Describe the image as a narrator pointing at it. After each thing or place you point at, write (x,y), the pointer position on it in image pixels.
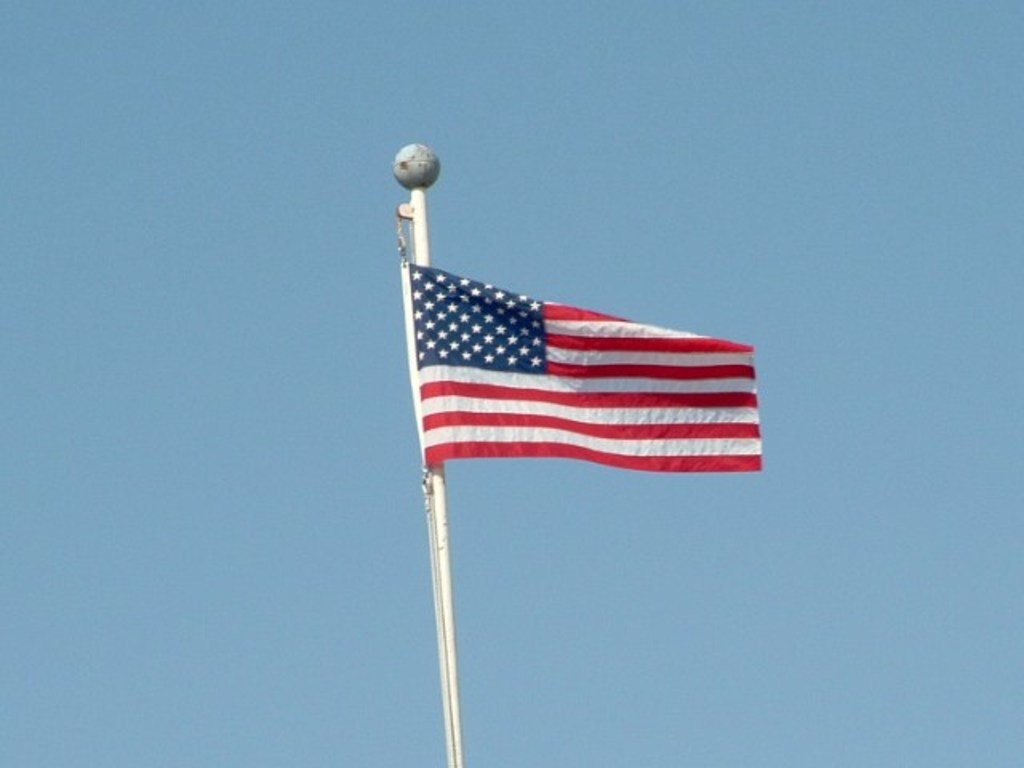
In this image I can see the flag (525,352) and the pole (445,712). Background (917,24) is in blue color.
